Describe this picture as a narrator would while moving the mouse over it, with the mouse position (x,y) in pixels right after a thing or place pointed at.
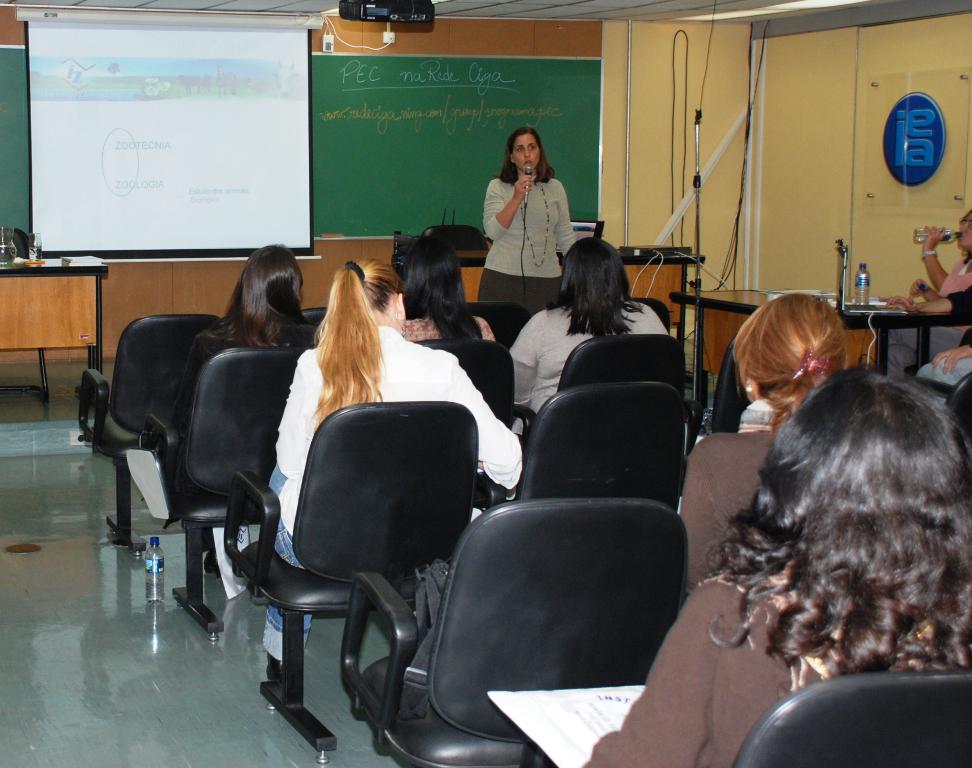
It look like a classroom (719,576). In this classroom (432,511), we can see black color chairs (455,474). Few peoples (410,354) are sat on the chair (404,437). And the one lady (541,275), she stand with holding a mic (529,170) on his hand (529,188). We can see cream color wall (795,168) here and glass (870,182). There is a blue color icon (909,140). Behind her, we can see green color board (408,140) and white color screen (196,169). Here we can see a projector (397,13). The left side (58,265), we can see a table (46,267). On top of it, we can see a glass (38,253) and book (88,261). And the right side we can see a bottle (863,284) on the table (842,303). Right side of the image (944,276), the woman (969,267) is drinking water (945,242).
